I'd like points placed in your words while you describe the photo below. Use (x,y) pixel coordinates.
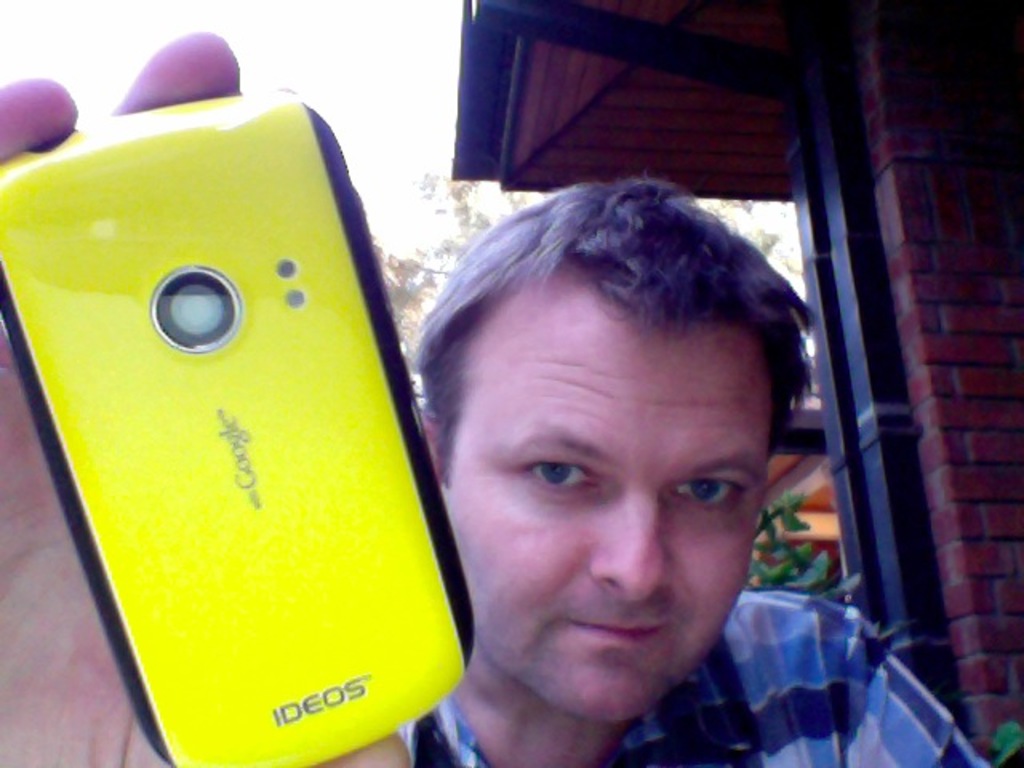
In the image we can see there is a man (628,468) who is standing and holding mobile phone (216,448) in his hand (5,684).
